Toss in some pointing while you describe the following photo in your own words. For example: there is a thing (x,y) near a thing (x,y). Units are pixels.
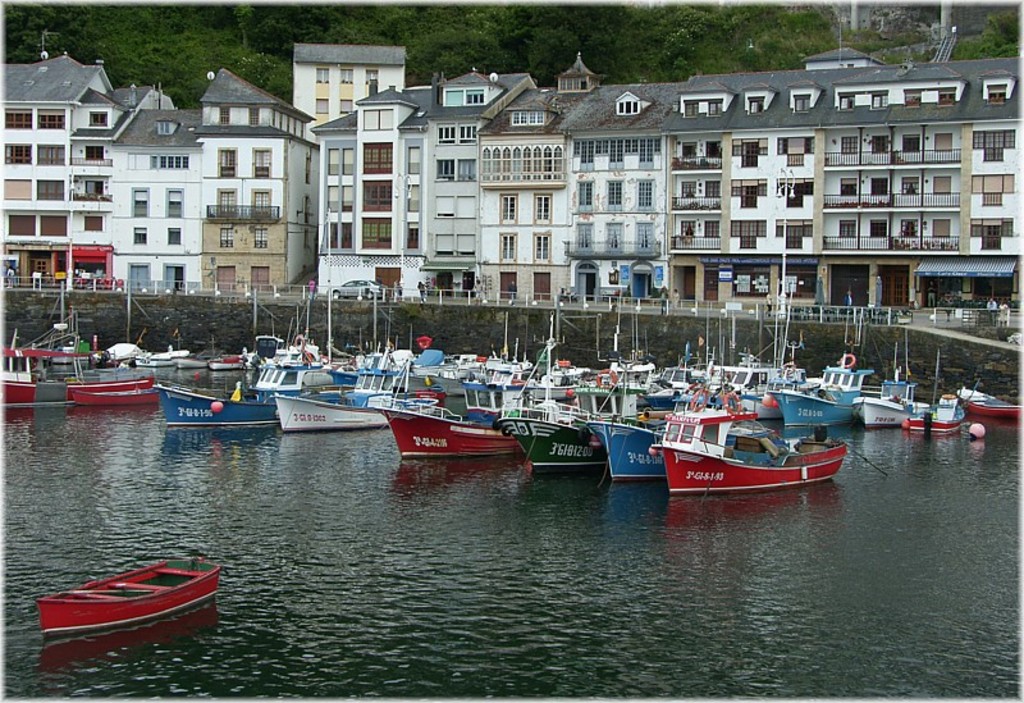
In the image there are many boats (103,618) in the lake (573,531) and behind there are buildings (256,254) with road (495,299) in front of it and few people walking and few vehicles (369,287) going on it and behind there are trees (466,48).
